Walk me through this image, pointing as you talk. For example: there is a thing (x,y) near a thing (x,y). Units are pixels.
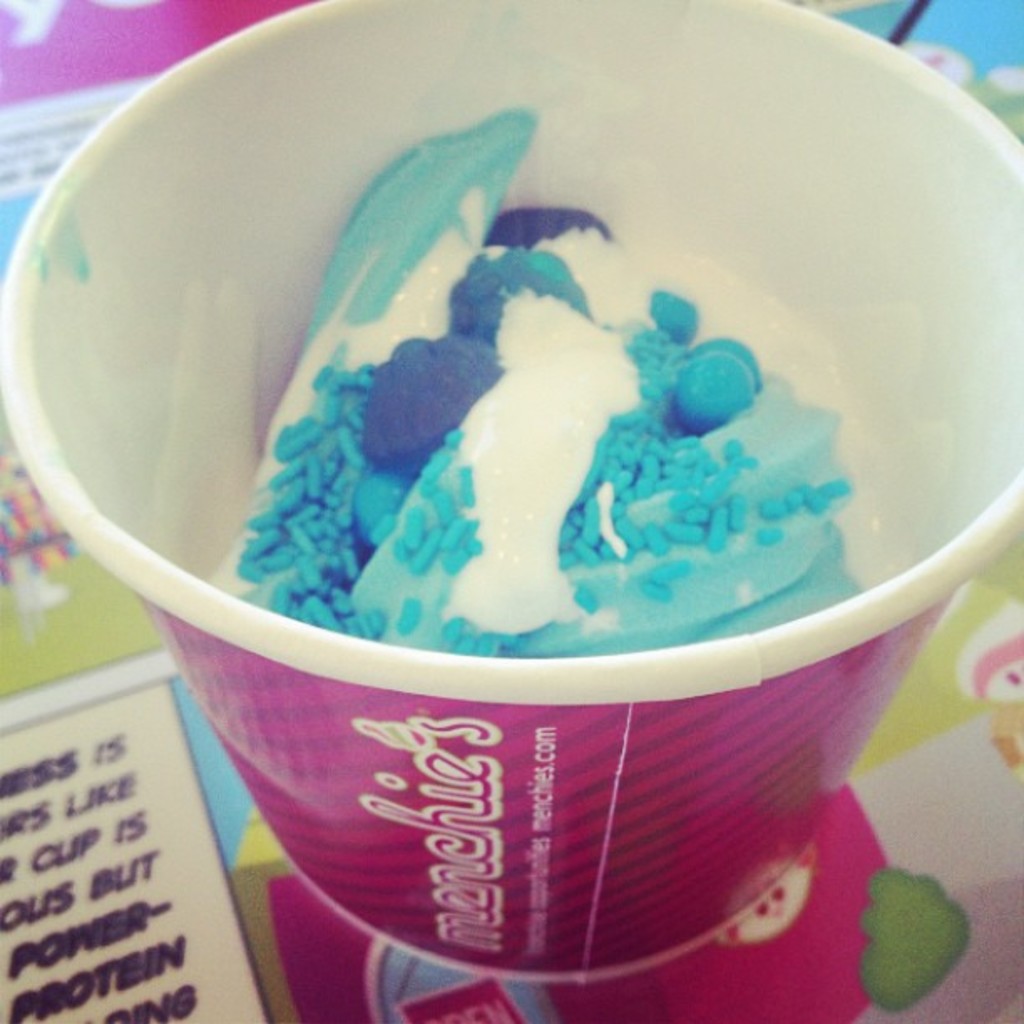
In this image I can see some ice cream (428,568) in a cup (443,819). On the cup (446,857) I can see something written on it. This cup (455,832) is pink in color.
